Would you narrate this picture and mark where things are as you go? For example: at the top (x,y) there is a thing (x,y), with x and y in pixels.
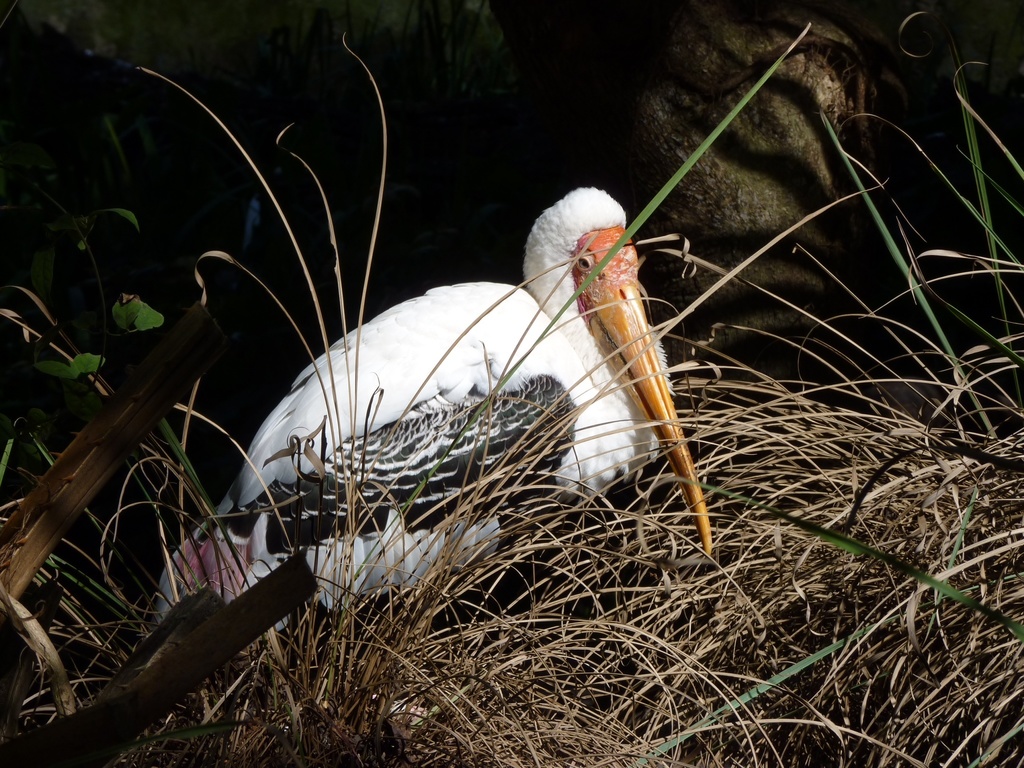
In this picture we can observe a white color crane (391,380) with yellow color beak (627,359). There is dried grass (635,624). The background (343,132) is dark.
